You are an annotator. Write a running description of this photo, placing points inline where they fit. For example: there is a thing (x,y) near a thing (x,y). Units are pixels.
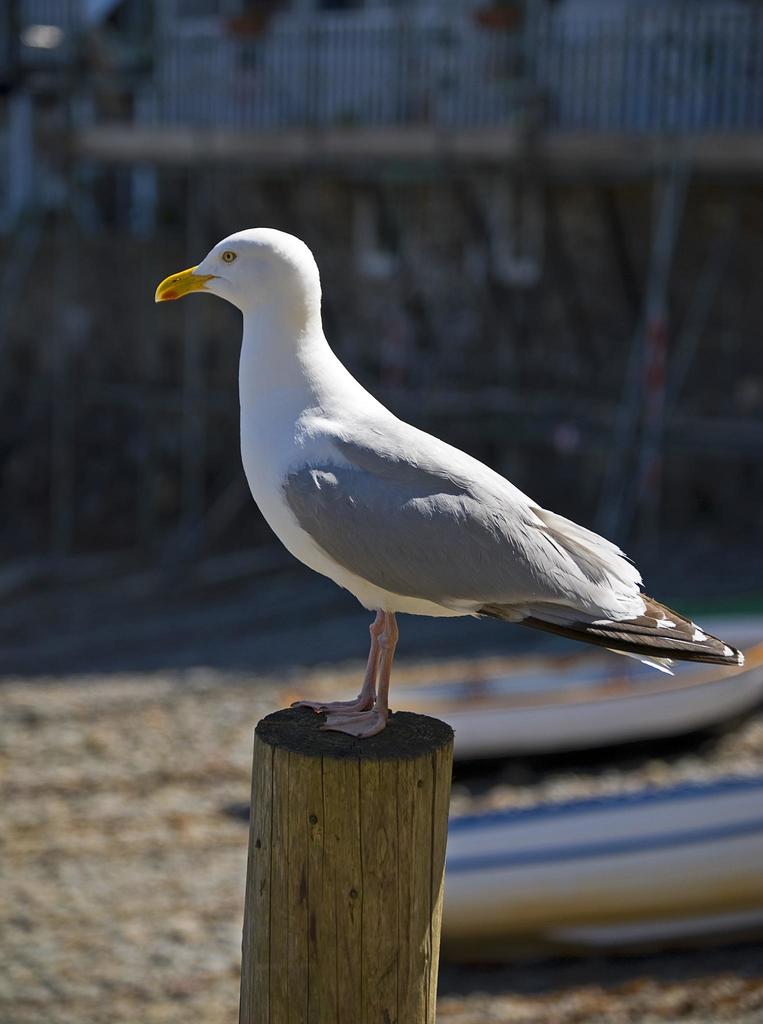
In the image we can see there is a bird (411,445) standing on the wooden log (384,856) and there are boats (523,833) docked on the ground (590,996). Background of the image (8,448) is blurred.
